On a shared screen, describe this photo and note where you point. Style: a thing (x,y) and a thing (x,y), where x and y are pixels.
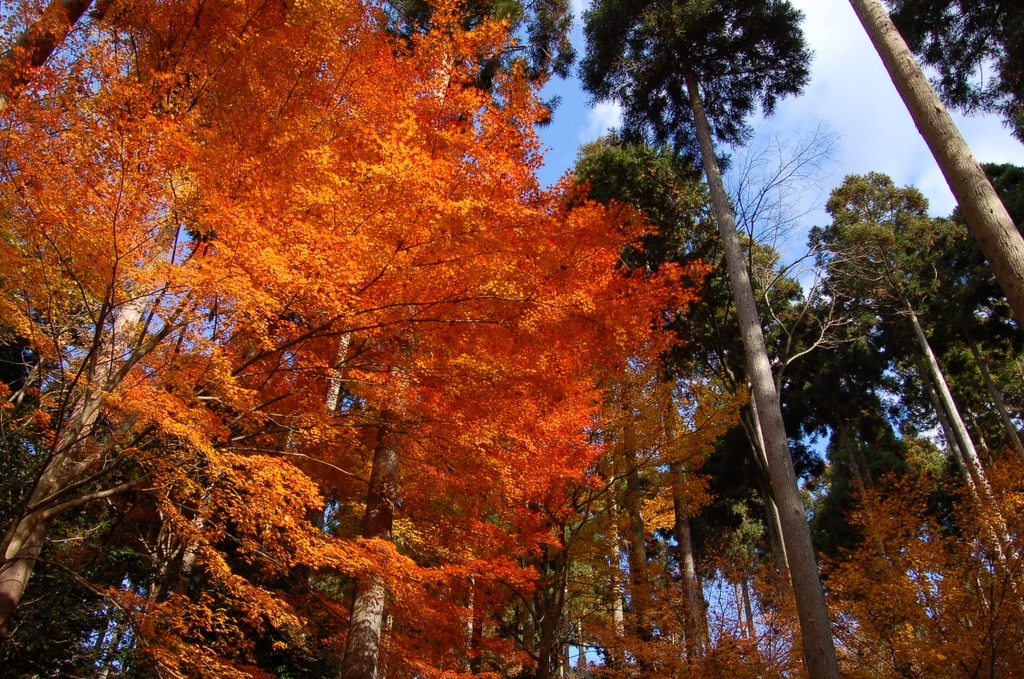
In this picture I can see trees (715,382) and a blue cloudy sky (575,149).
